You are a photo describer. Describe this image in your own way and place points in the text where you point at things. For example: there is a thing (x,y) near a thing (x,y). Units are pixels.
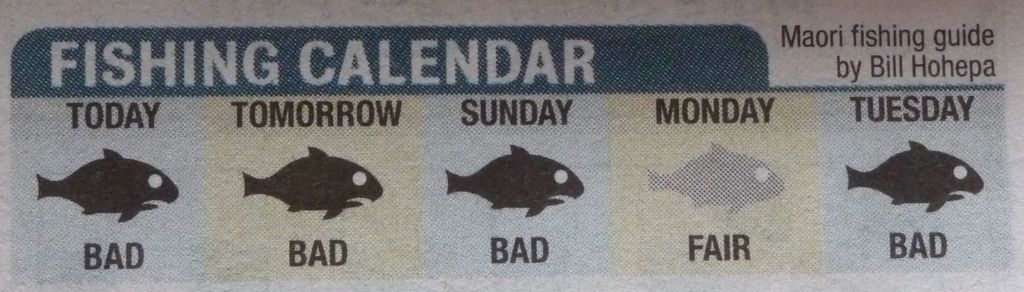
In this picture I can see text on the paper (437,207) and few cartoon images (499,202).
